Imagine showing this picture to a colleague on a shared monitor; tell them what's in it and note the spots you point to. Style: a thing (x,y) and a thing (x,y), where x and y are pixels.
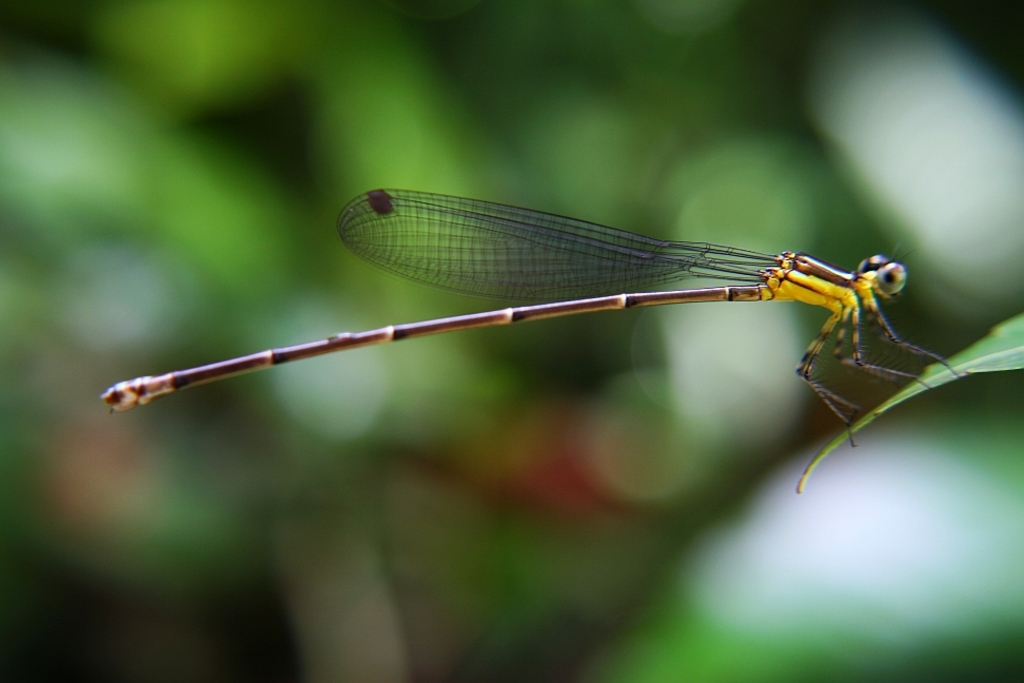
This image is taken outdoors. In this image the background (114,201) is blurred and the background (145,161) is green in color. On the right side of the image (996,356) there is a leaf (990,345) and there is a dragonfly (562,267) on the leaf (899,401).
